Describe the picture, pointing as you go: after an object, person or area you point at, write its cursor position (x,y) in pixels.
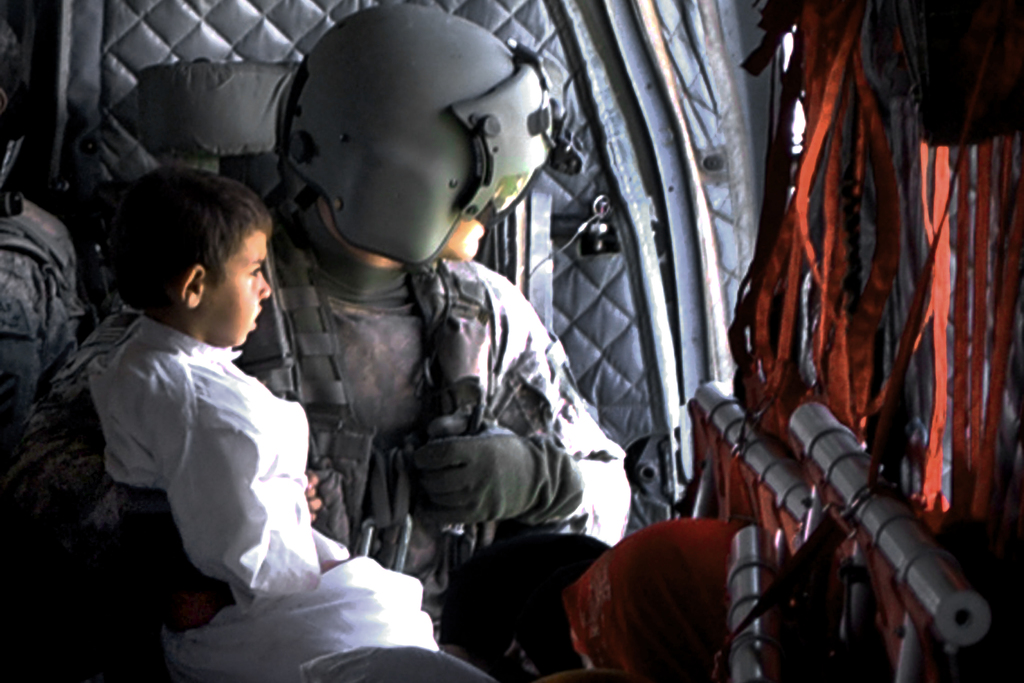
In the image a person (501,40) is sitting and he is holding a baby (173,377).
